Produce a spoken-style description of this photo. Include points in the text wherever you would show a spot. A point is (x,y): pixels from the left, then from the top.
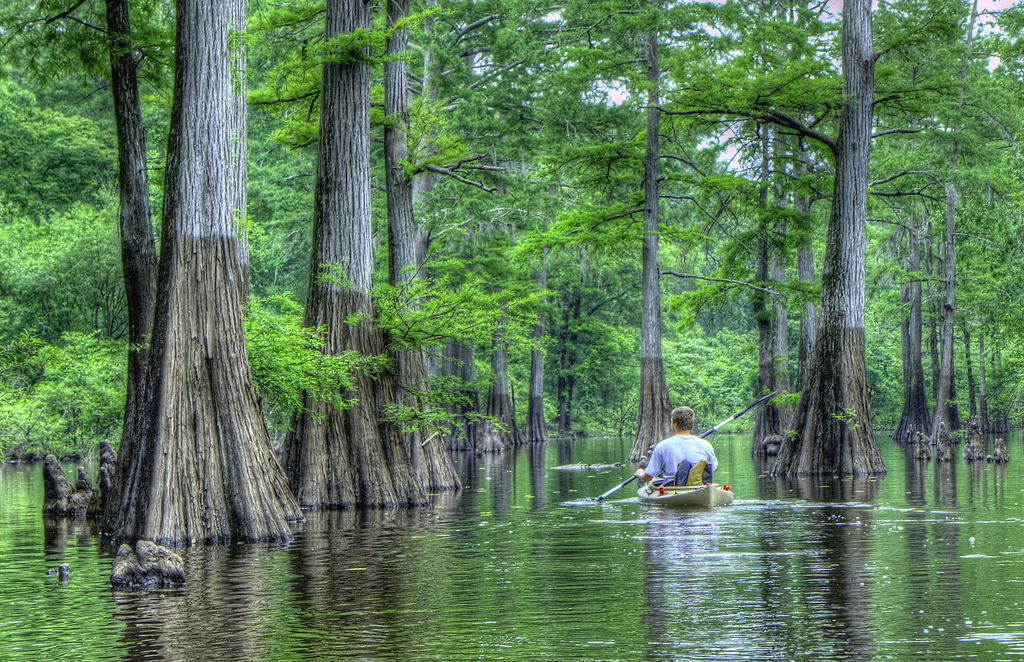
This image is taken outdoors. At the bottom of the image (183,602) there is a pond (418,570) with water (744,540). In the background (683,380) there are many trees (415,420) and plants (677,380) with green leaves (96,396), stems (194,345) and branches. In the middle of the image (677,430) a man (680,455) is sailing on the river (668,505). He is sitting in the boat (650,502) and he is holding a boat paddle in his hands (638,475).
